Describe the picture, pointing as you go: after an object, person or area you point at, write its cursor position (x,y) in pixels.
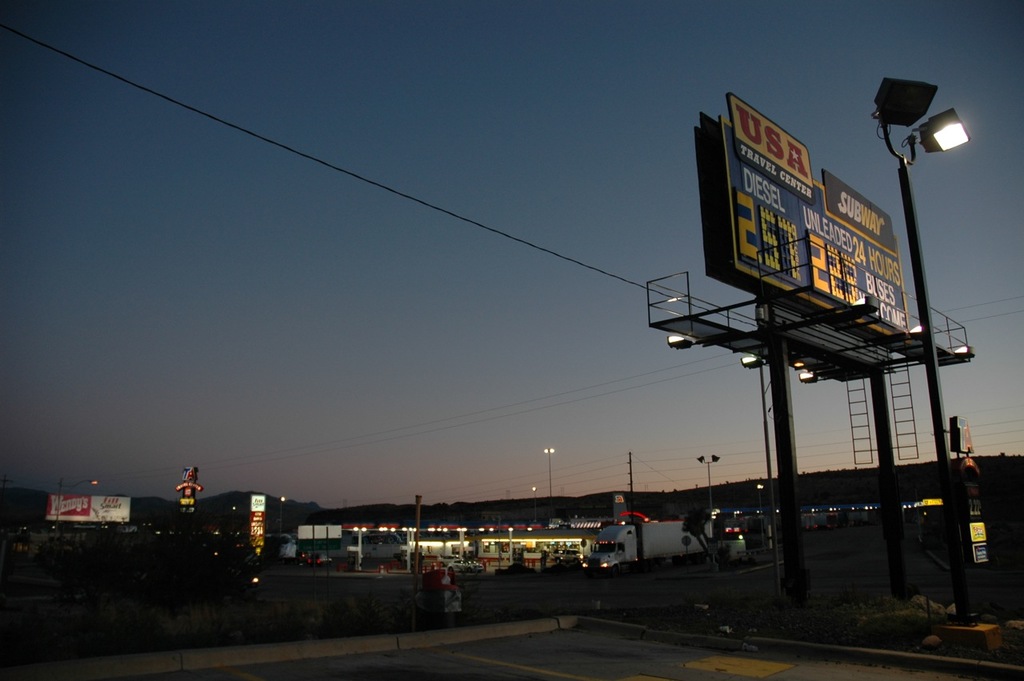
On the right (783,400) there are poles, light poles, hoardings (882,291) and some boards (975,504) attached to the pole (898,518). In the background (931,520) there are vehicles (833,521), buildings (553,537), electric wires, poles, hoardings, mountain (918,469) and sky (509,266).
